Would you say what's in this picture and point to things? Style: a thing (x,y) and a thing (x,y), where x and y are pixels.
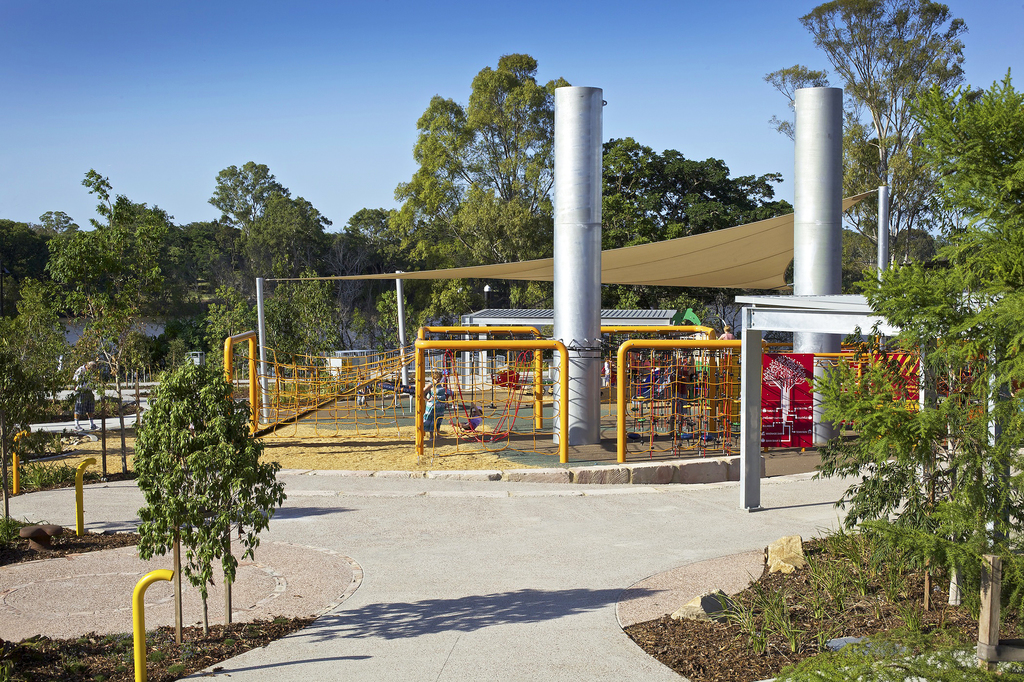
In this picture we can see few metal rods (538,406), poles (401,295), tent (401,275) and few people (436,422), in the background (47,369) we can see few trees (356,250).
